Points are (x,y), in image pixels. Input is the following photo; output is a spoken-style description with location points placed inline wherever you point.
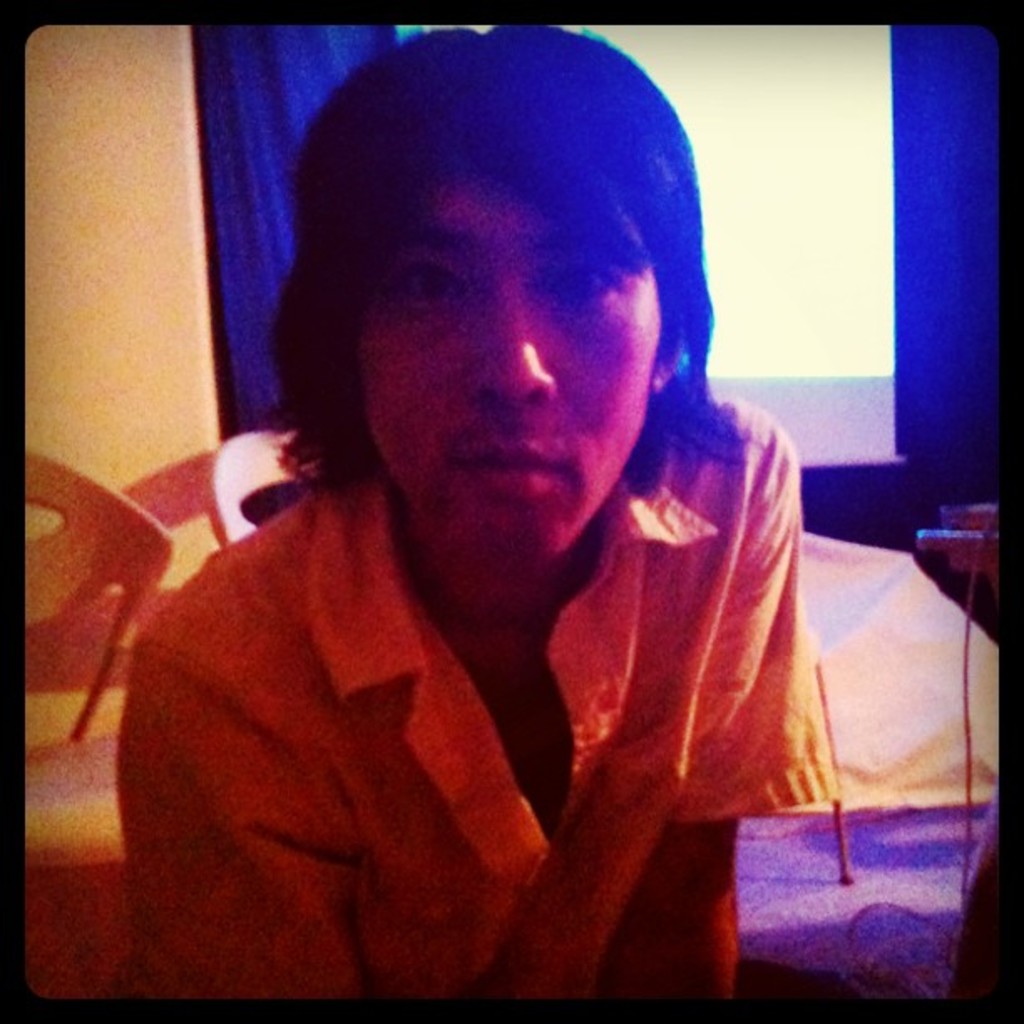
In the image in the center (541,679) we can see one person (425,730) is sitting. In the background (190,242) there is a wall (115,310), curtain (942,168), window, carpet (941,851), blanket (910,639), chairs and few other objects (970,755). And we can see the black border (941,9) around the image.
